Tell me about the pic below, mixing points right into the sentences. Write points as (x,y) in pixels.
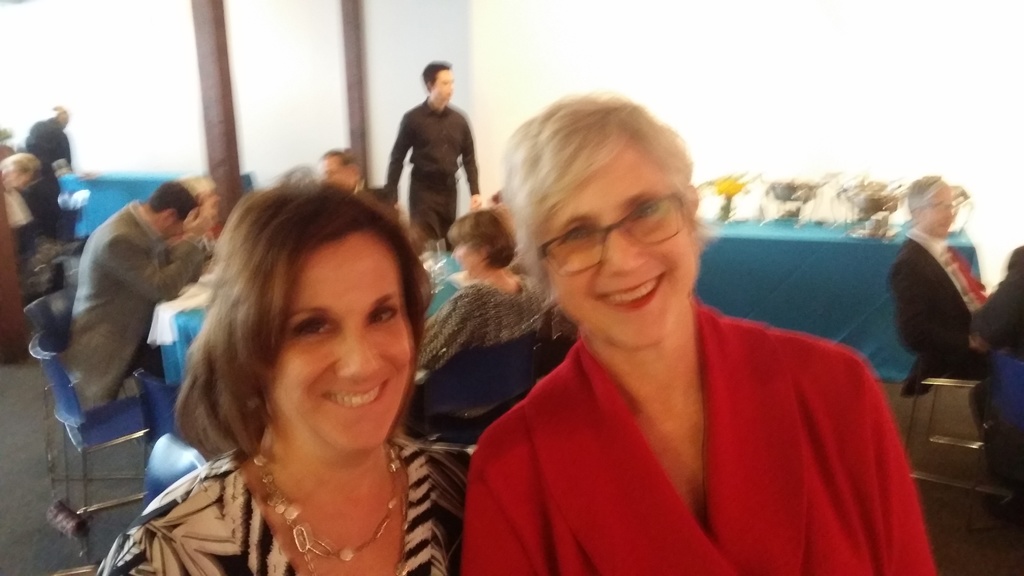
In this image we can see a few people (460,345), among them some people (613,445) are sitting on the chairs (111,421) and some people (328,376) are standing, we can see there are some tables (849,261) covered with the blue color cloth (776,263), on the tables (446,281) we can see clothes (838,196), bowl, flower vase (727,190) and some other objects (872,209).
